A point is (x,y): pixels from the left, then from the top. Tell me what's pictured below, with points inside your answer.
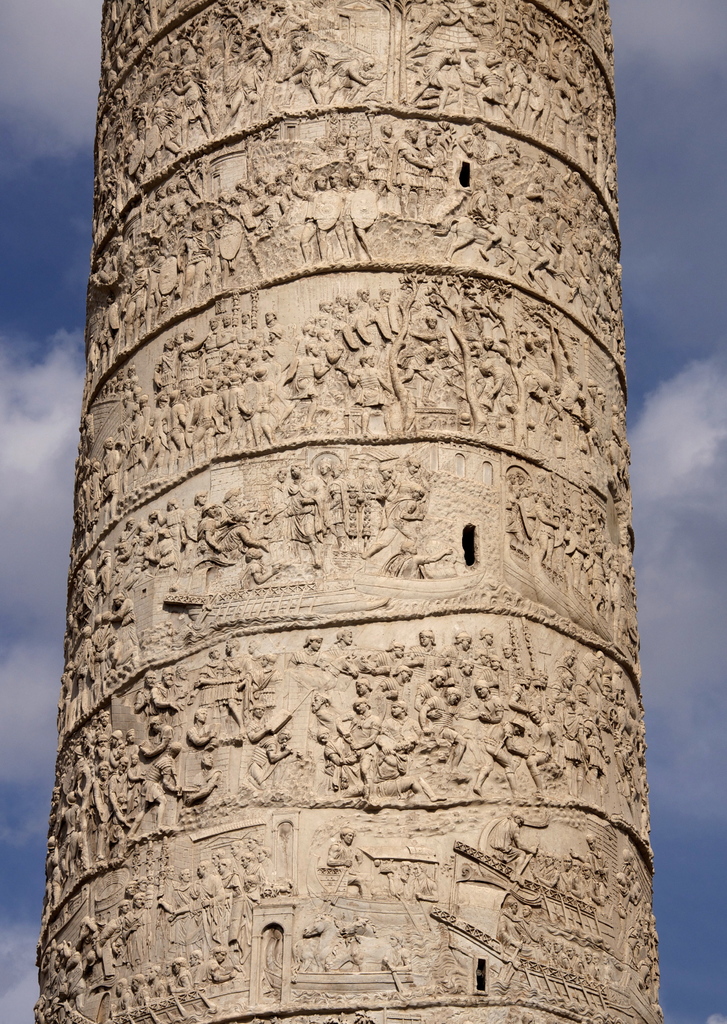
In this image we can see the carving (439,555) on a pillar (484,592). On the backside (680,458) we can see the sky (635,536) which looks cloudy.
